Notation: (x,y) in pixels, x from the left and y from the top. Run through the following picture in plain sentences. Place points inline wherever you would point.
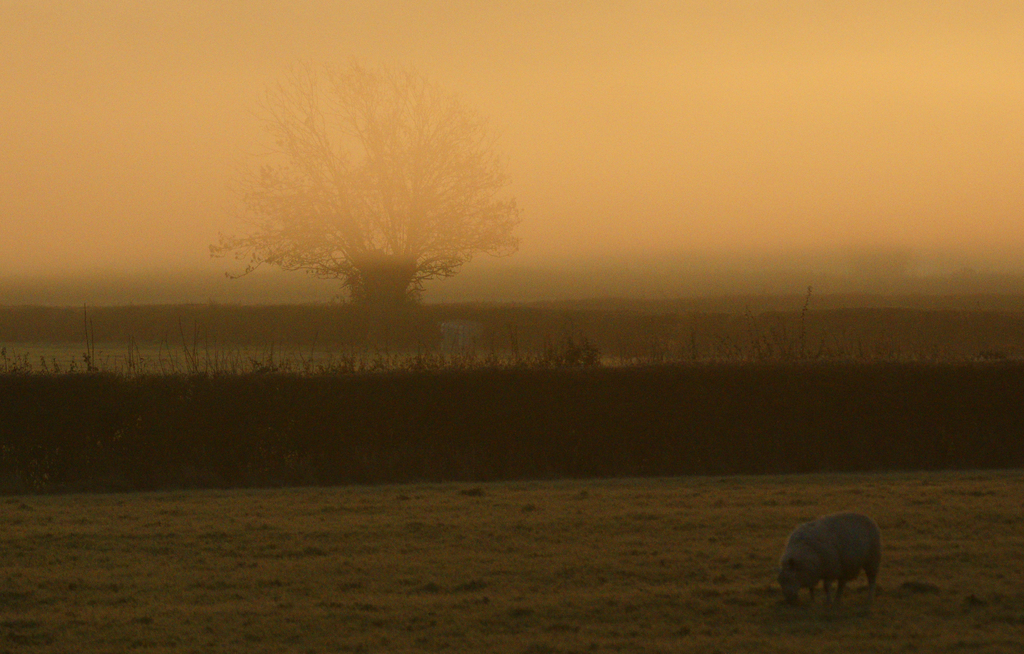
In the center of the image (507,257) we can see a tree (422,276). In the background of the image (479,300) we can see the plants (199,313), grass (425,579). At the bottom of the image (407,594) we can see the ground (455,581). In the bottom right corner (851,523) we can see a sheep (820,532). At the top of the image (575,107) we can see the sky (575,107).
